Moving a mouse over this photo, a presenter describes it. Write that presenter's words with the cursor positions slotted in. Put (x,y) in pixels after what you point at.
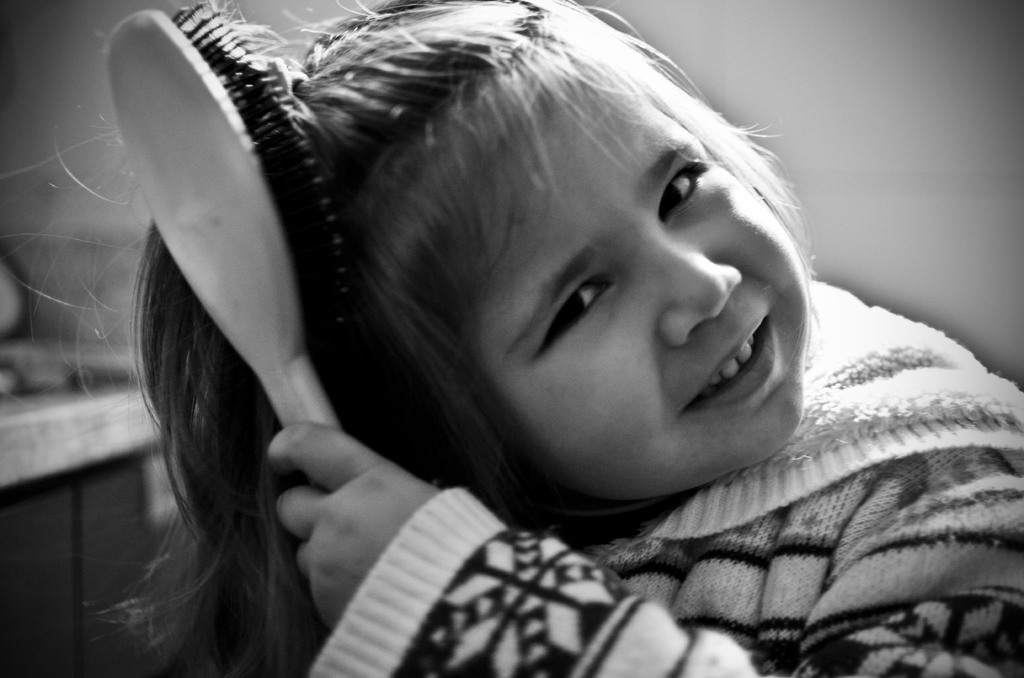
This is a black and white image, where a cute girl (521,513) combing her hair (366,377). In the background (803,22), there is a wall (73,216).
